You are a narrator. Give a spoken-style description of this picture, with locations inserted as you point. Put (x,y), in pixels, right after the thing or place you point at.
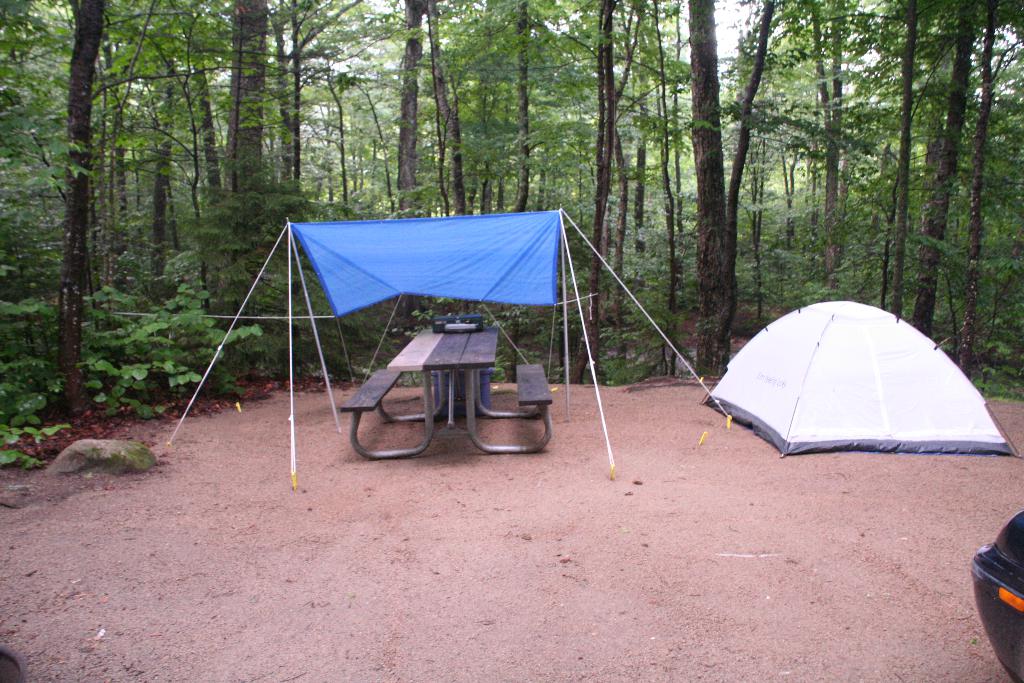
In the foreground of the picture (647,382) we can see tents (821,364), bench (431,371), soil (526,573) and other objects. In the background (305,200) we can see plants (394,199), trees (491,150) and sky (725,45).
